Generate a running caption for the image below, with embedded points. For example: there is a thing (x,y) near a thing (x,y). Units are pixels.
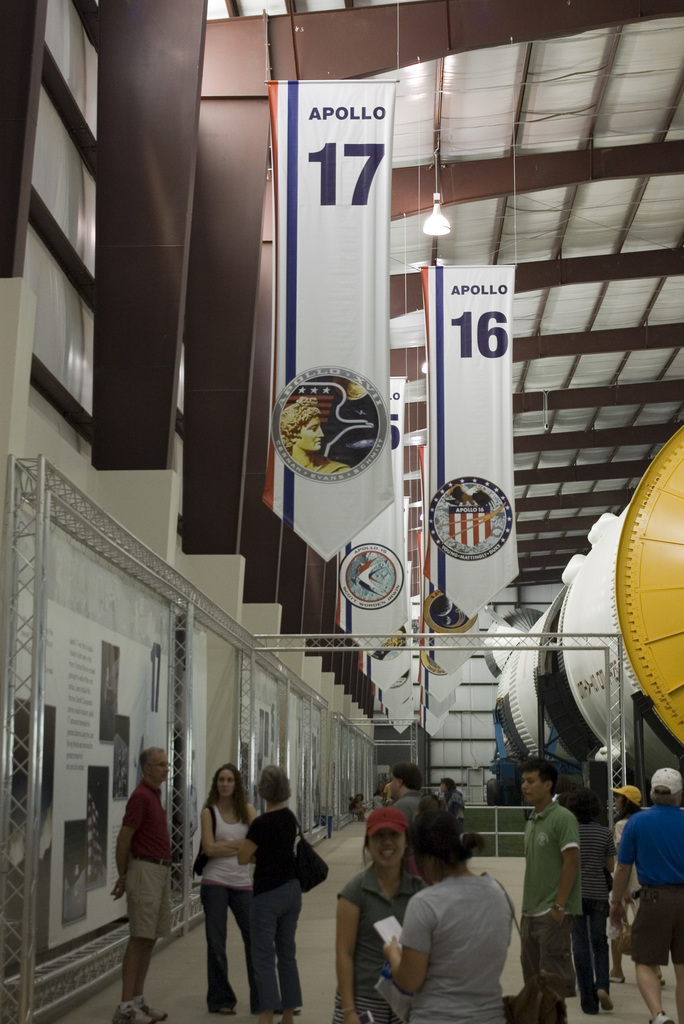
In this picture there are group of people (402,854) standing. On the right side of the image (657,792) there are three persons (655,795) walking and there is a machine (642,638). On the left side of the image (96,902) there are hoardings (82,809). At the top (479,319) there are lights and banners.
